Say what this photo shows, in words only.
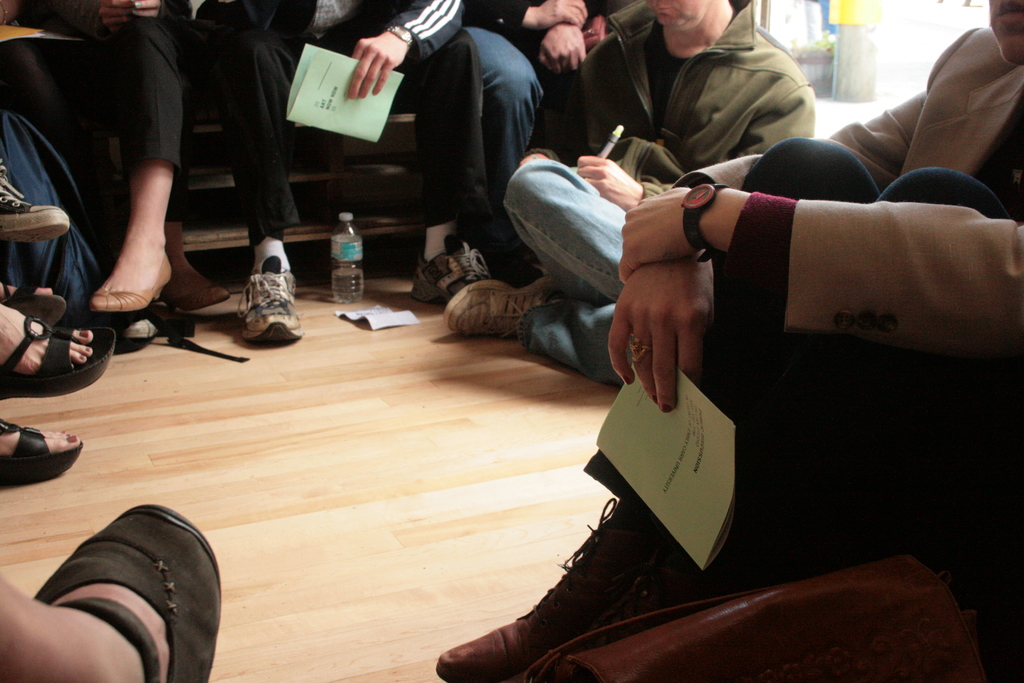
In this picture we can see a group of people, here we can see a bottle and some people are holding papers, pen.
